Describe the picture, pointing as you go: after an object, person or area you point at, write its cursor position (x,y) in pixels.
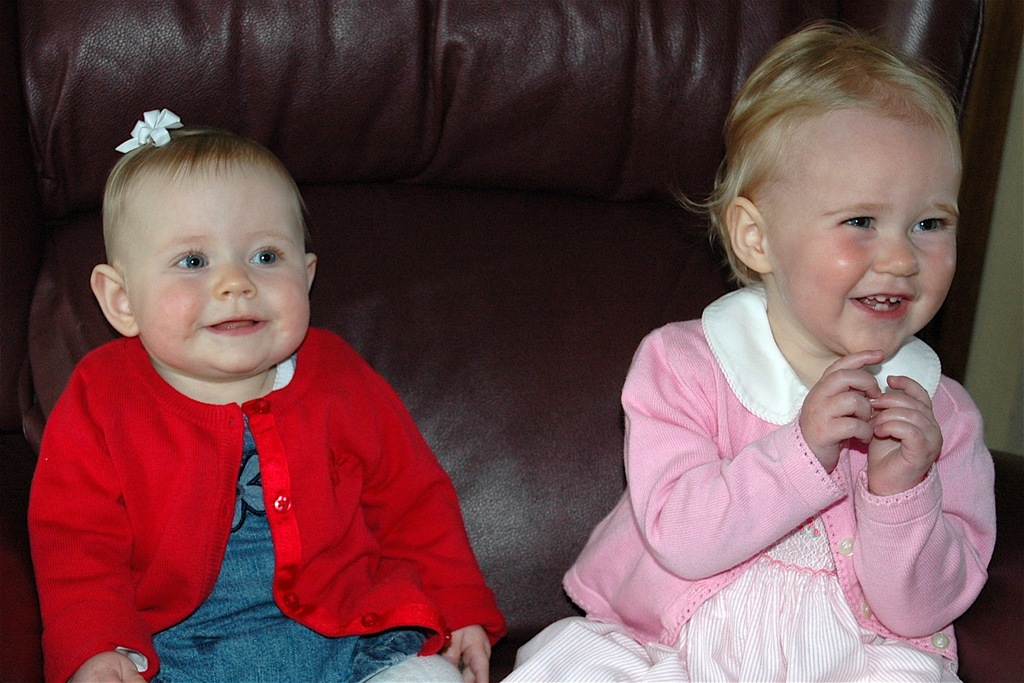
In this image we can see a children's (953,560) with a smiling face (860,304) and behind them we can see sofa (646,167).
